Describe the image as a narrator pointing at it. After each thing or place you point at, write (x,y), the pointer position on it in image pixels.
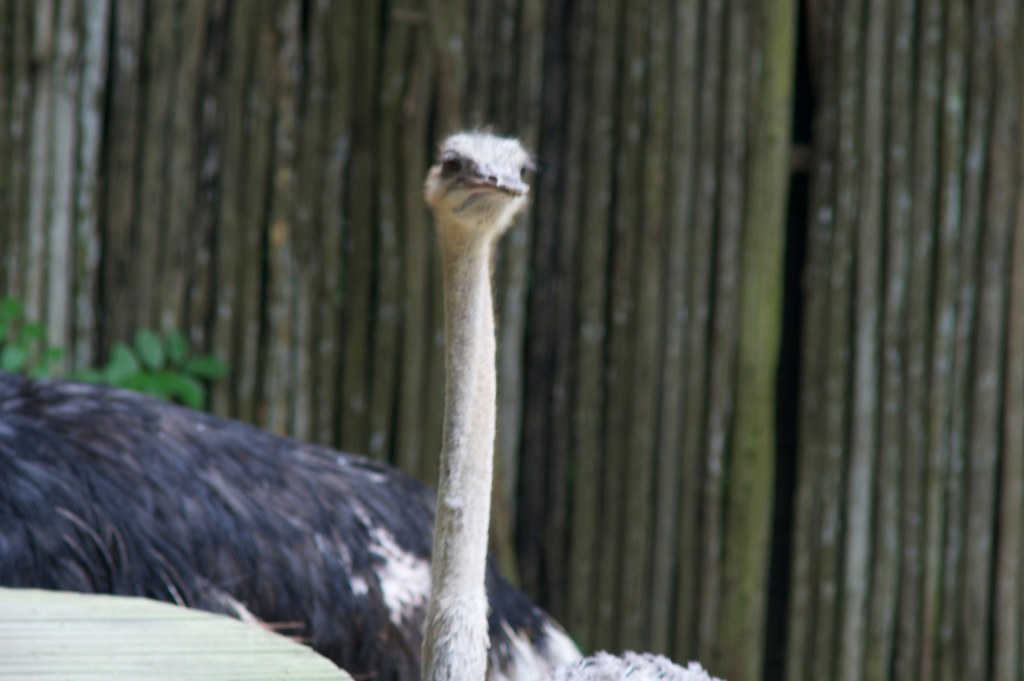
In this image we can see there is an ostrich (55,465), behind that there is a wall (228,253) made up of wooden sticks (156,198) and a few leaves (29,356) of a plant (58,358).
